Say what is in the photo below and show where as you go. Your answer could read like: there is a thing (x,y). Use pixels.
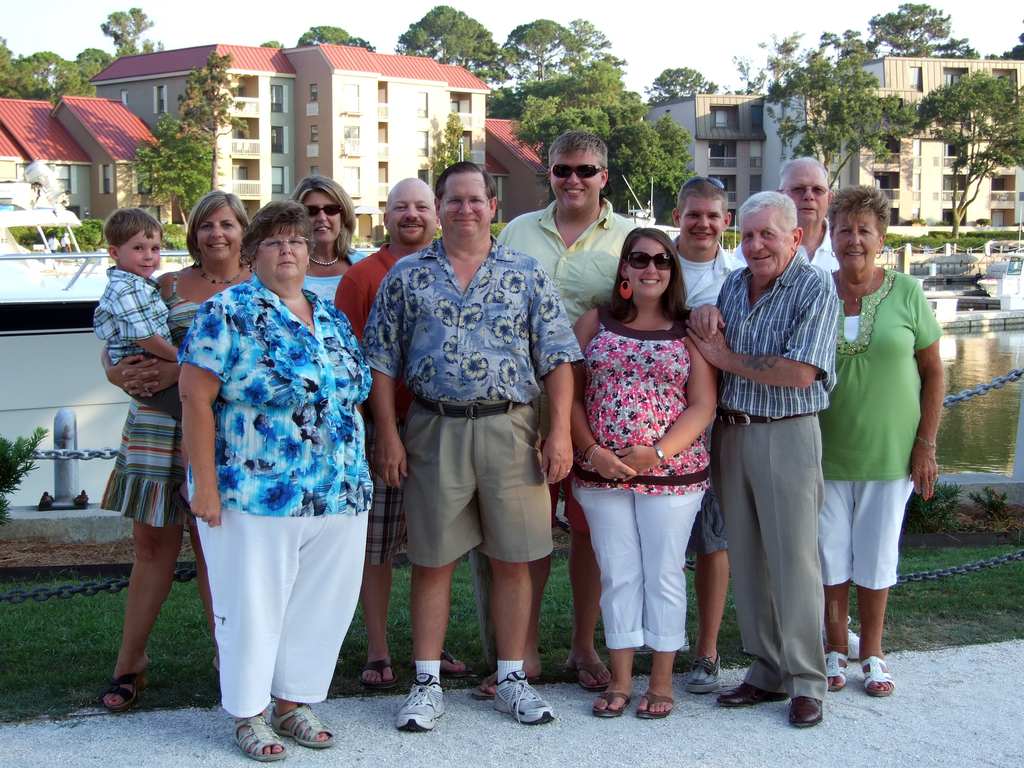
In this image, I can see a group of people (805,343) standing and smiling. Behind the people (290,352), there are trees (220,114), buildings (293,94), iron chains (956,404), boat (23,341) and water (971,361). In the background (706,48), there is the sky (625,36).
